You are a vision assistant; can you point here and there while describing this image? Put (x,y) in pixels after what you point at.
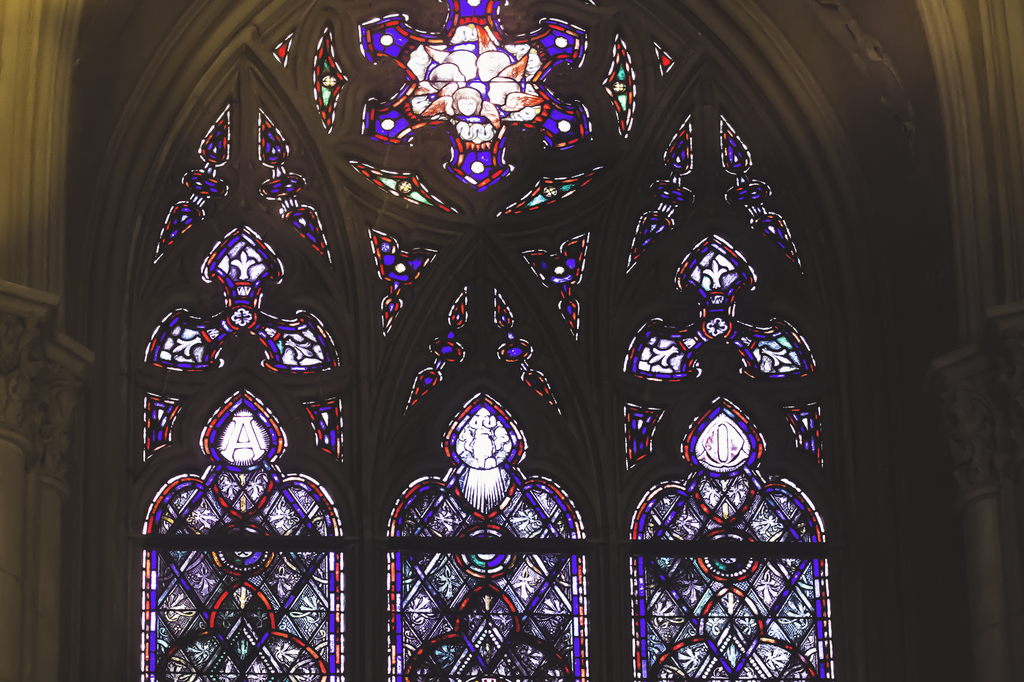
This is an arch (703,71). Here we can see a glass painting (470,611) in blue and red in colour.
